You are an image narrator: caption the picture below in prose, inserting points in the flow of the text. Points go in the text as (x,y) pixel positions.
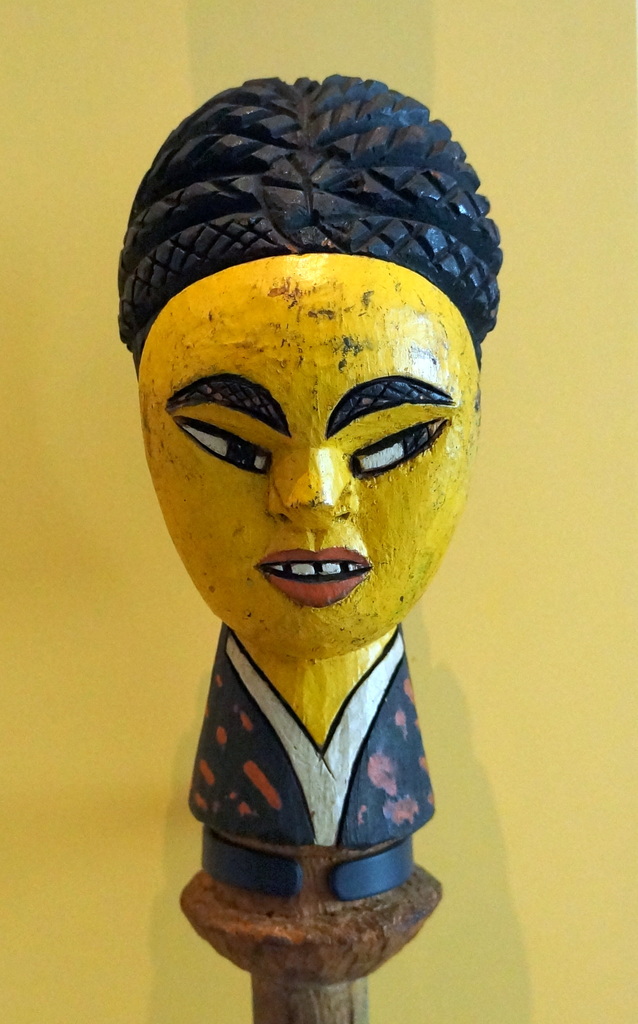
In this picture we can see a toy (350,535). Behind the toy (295,591), there is the yellow background (170,110).
